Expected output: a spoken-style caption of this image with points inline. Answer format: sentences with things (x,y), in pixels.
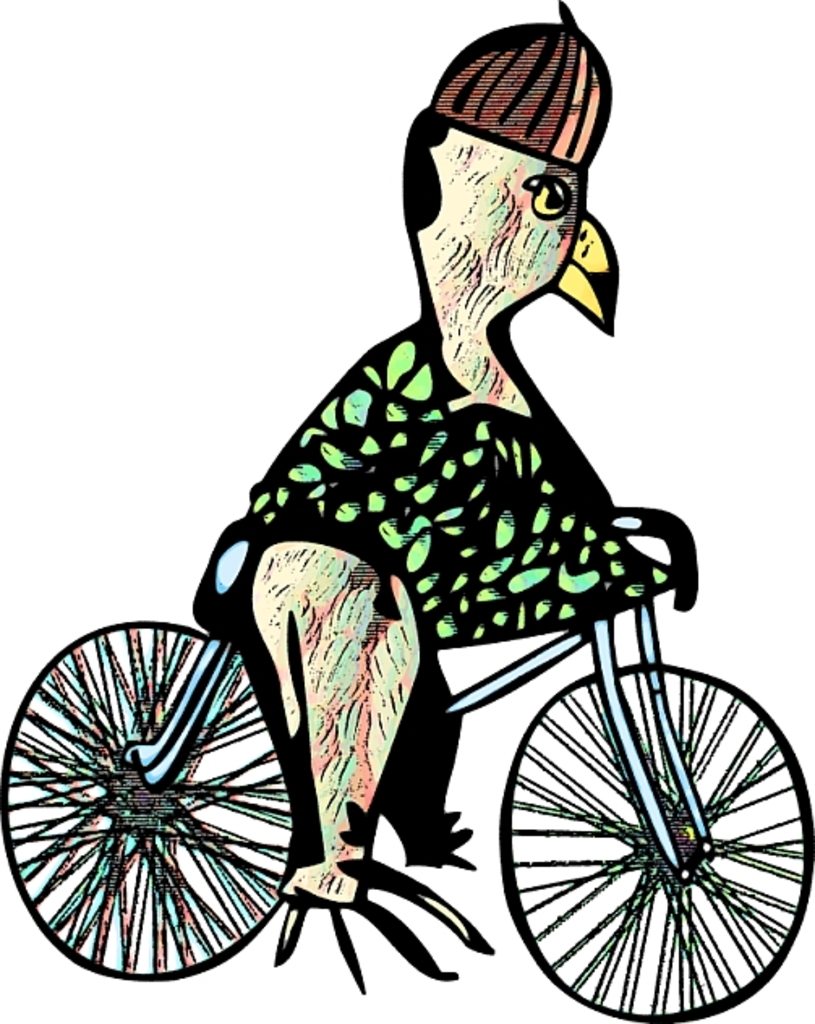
In this image I can see the sketch (330,876). There is a bird (628,587) with cap (554,141) and it is on the bicycle (226,882). Also there is a white background (235,52).
